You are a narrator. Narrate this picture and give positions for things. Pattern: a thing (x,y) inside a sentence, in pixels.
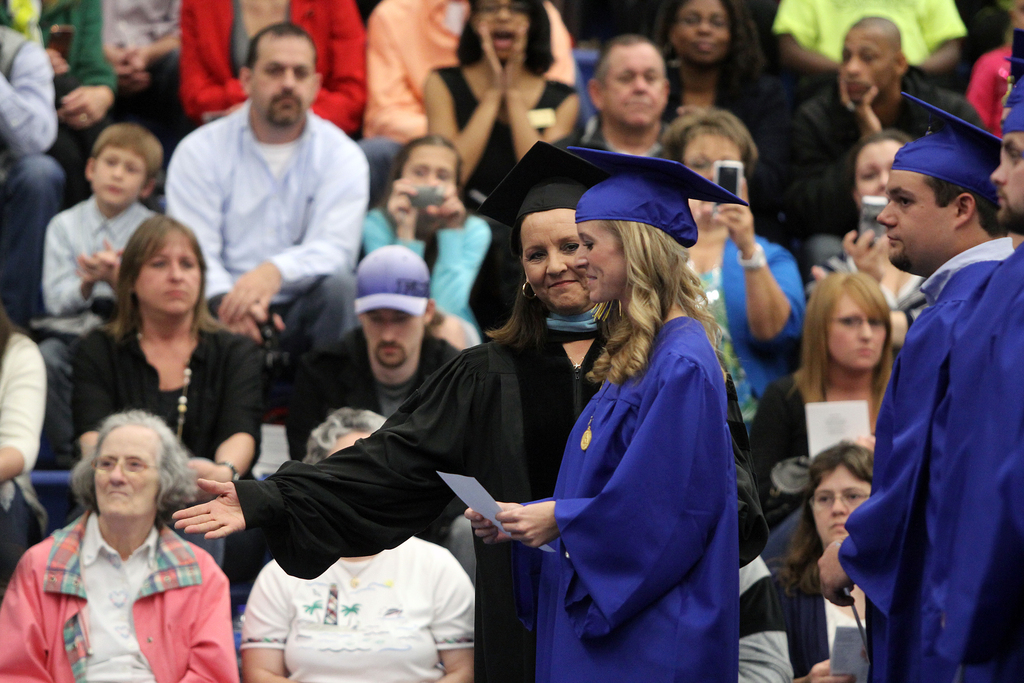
In the center of the image (610,452) there is a lady (702,471) wearing blue color dress (598,487) and holding a paper (470,479) in her hand (513,505). Behind her there is another lady (409,409) wearing black color dress (516,445). To the right side of the image (932,640) there are two persons (890,503) wearing blue color dress (970,332). In the background of the image (248,324) there are people (482,195) sitting.
